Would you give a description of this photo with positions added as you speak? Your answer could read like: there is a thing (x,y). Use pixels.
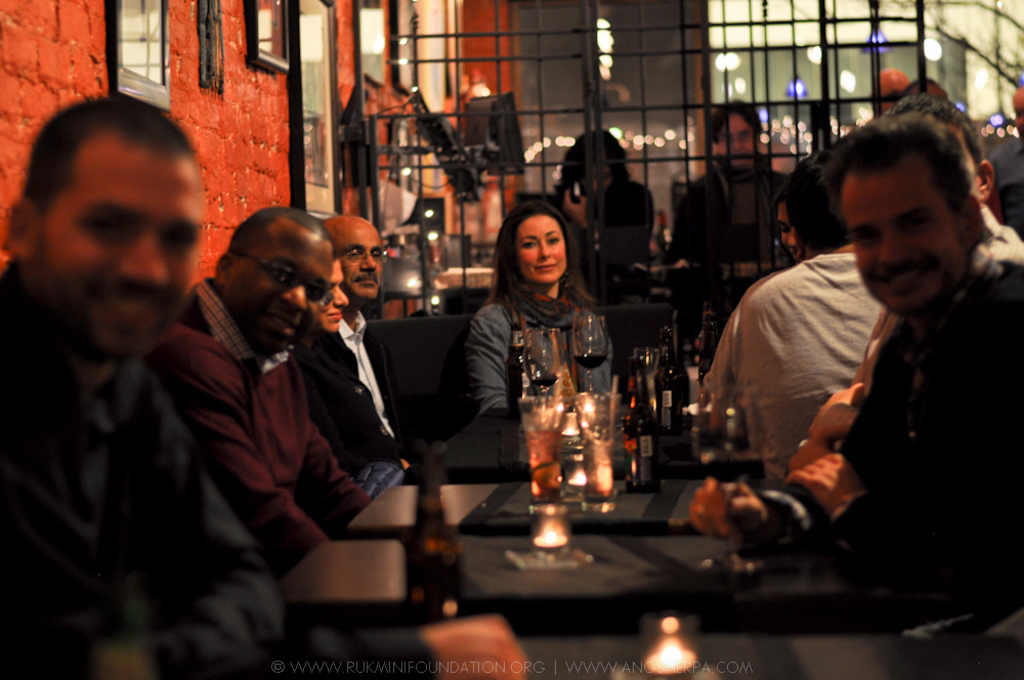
In this picture there are tables (463,427) in the center of the image (546,368), on which there are bottles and glasses (585,428) on it, there are people (46,489) those who are sitting around the table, there are portraits (386,74) on the wall (190,44), there are other people (723,113), lights (796,81) and a net (440,35) in the background area of the image (531,134).
